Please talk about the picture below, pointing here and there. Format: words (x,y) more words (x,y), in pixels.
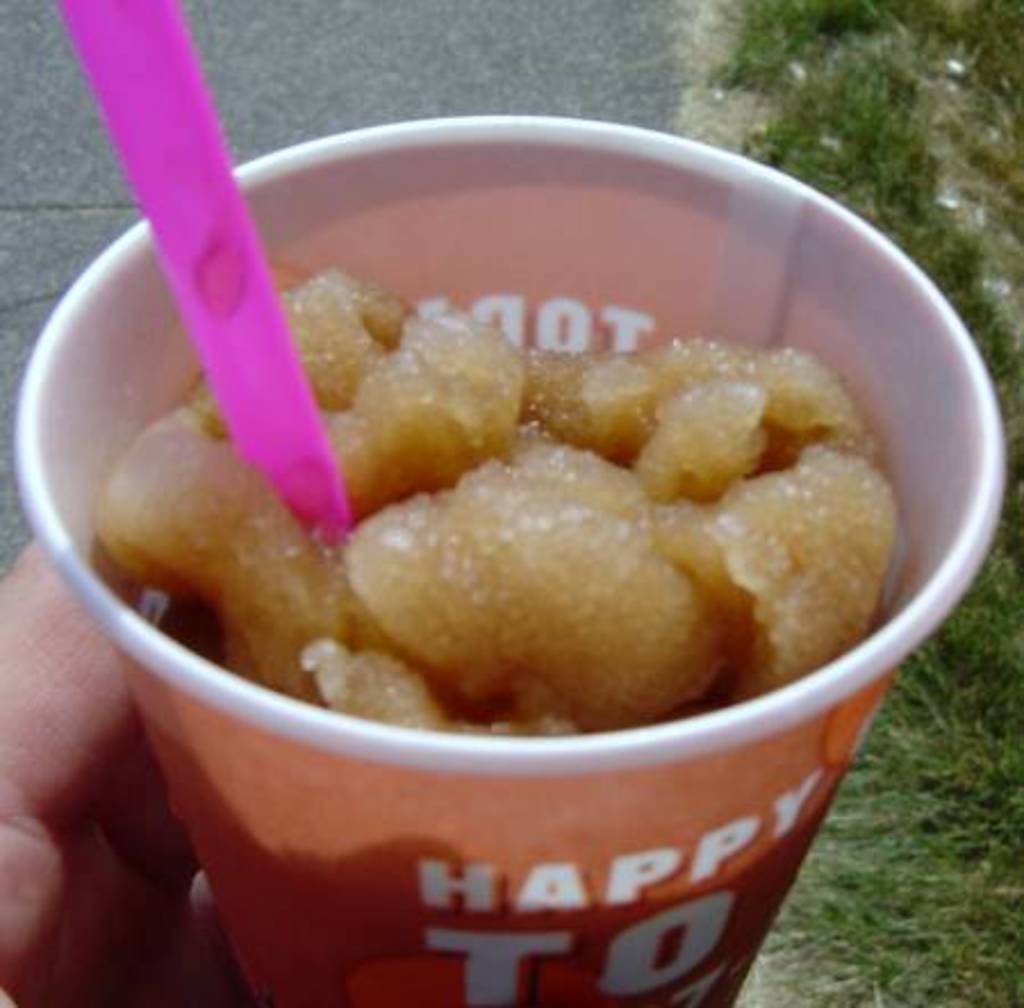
In this image a person's hand (27,811) is visible. He is holding a cup (506,795) which is having some food (413,459) and spoon (267,392) in it. Right side (1014,629) there is some grass (963,602) on the land (953,762). Left side (16,96) there is a road (279,67).
